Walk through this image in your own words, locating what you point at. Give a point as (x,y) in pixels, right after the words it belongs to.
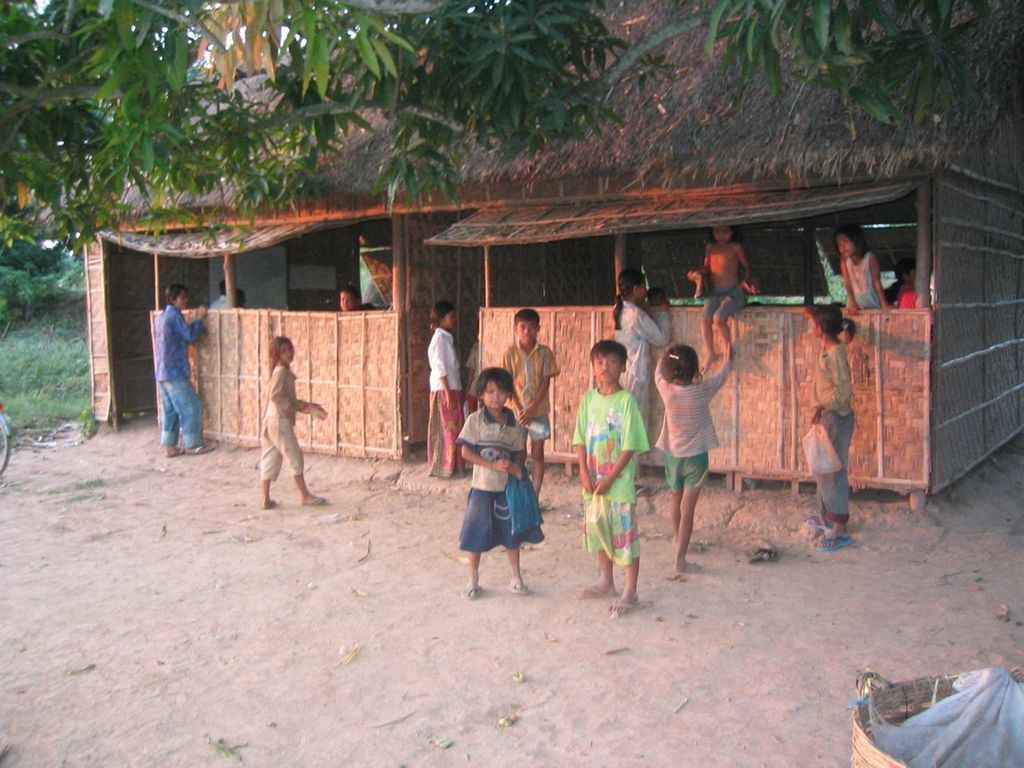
In this image we can see a group of children (477,536) standing on the ground (460,642). In that we can see a child (490,547) holding a cover (525,520). We can also see some children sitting inside a hut (343,176), a basket (907,701) with a cloth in it, some grass (54,414) and a tree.
